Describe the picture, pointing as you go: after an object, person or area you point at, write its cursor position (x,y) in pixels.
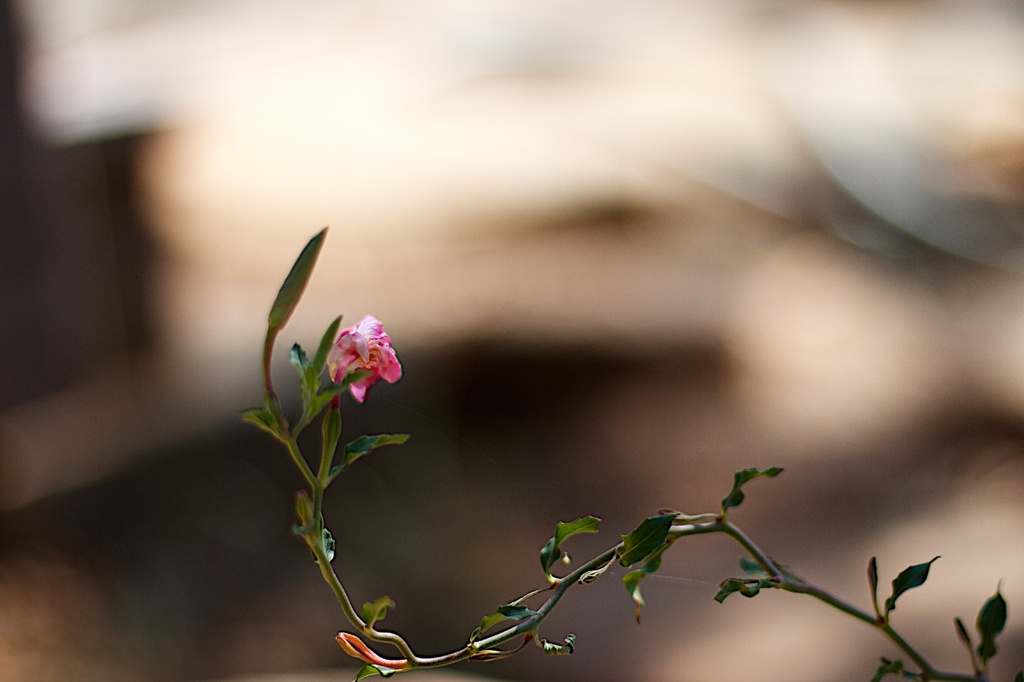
In this image we can see a flower (353,371) to the plant (354,374) and the background (9,463) is blurred.
